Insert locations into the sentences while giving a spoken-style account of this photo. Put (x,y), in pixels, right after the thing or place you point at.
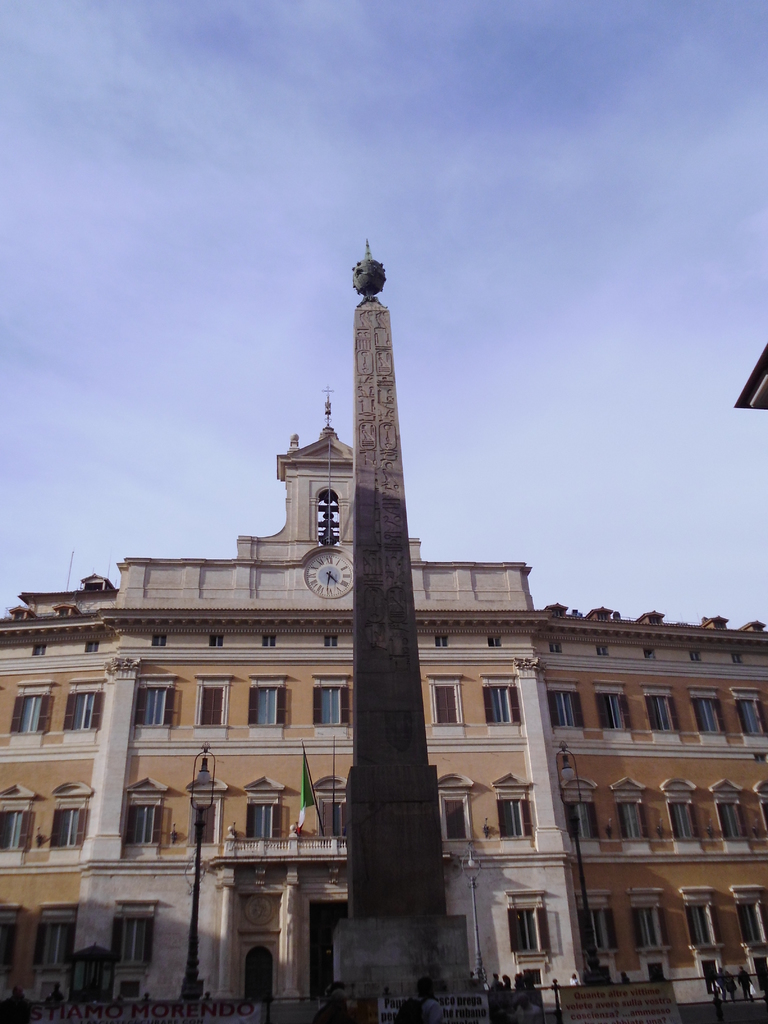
In this picture there is a tower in the center of the image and there is a huge building (335,622) in the background area of the image (338,580), on which there are many windows (28,697) and a clock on it, there are people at the bottom side of the image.
